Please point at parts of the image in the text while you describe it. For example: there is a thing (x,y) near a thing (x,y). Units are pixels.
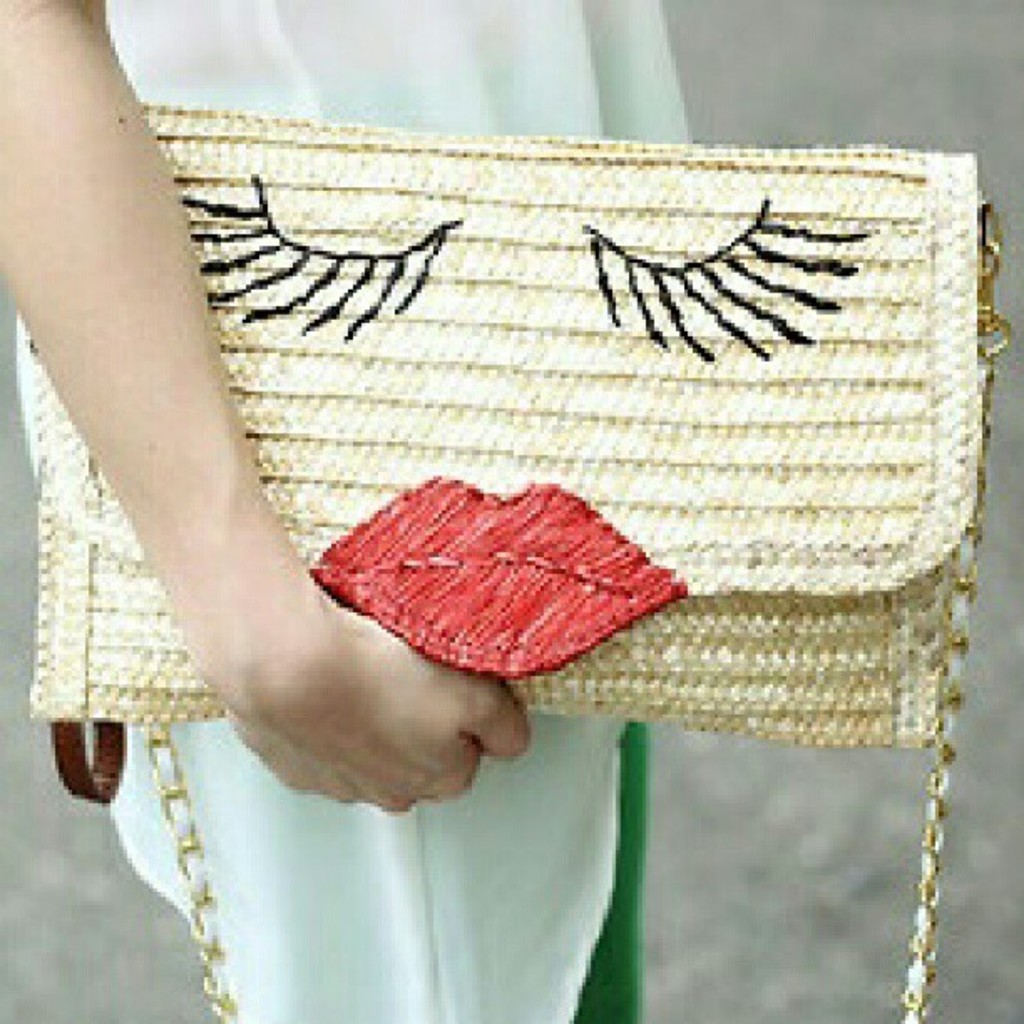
In this image, In the middle (462,385) there is a bag (866,335) which is in white and yellow color and there is a red color object (483,607) on the bag (500,570), There is a person (196,477) holding a bag (869,454).
